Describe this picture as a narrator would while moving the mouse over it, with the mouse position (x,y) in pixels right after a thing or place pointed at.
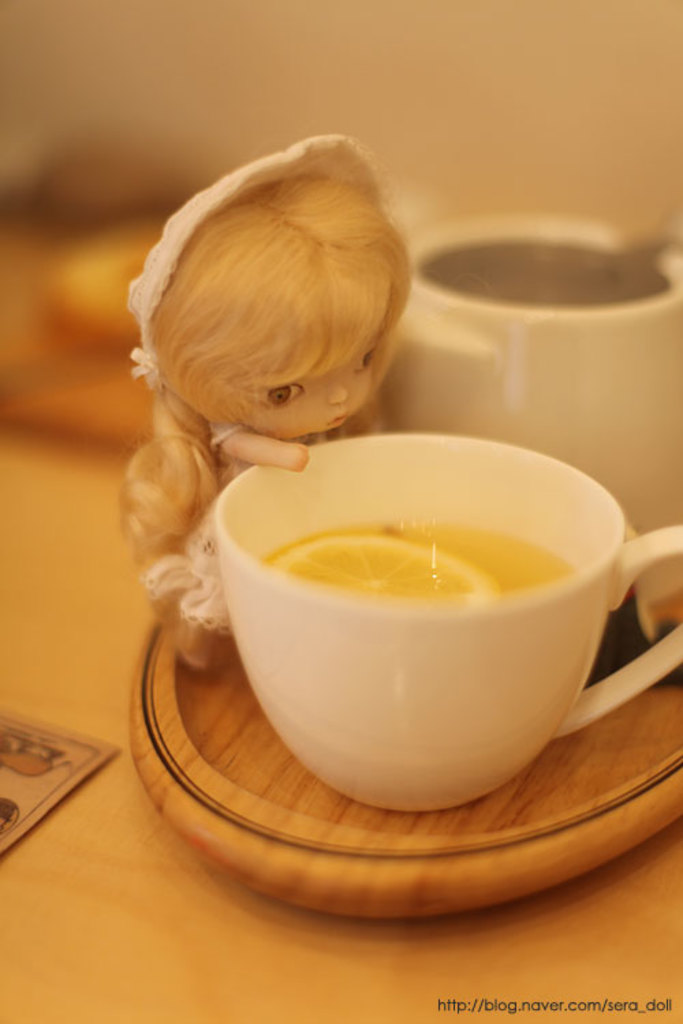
In the center of the image (253,458) there is a doll (281,451). There is a cup (253,584) on the table (285,1010).
